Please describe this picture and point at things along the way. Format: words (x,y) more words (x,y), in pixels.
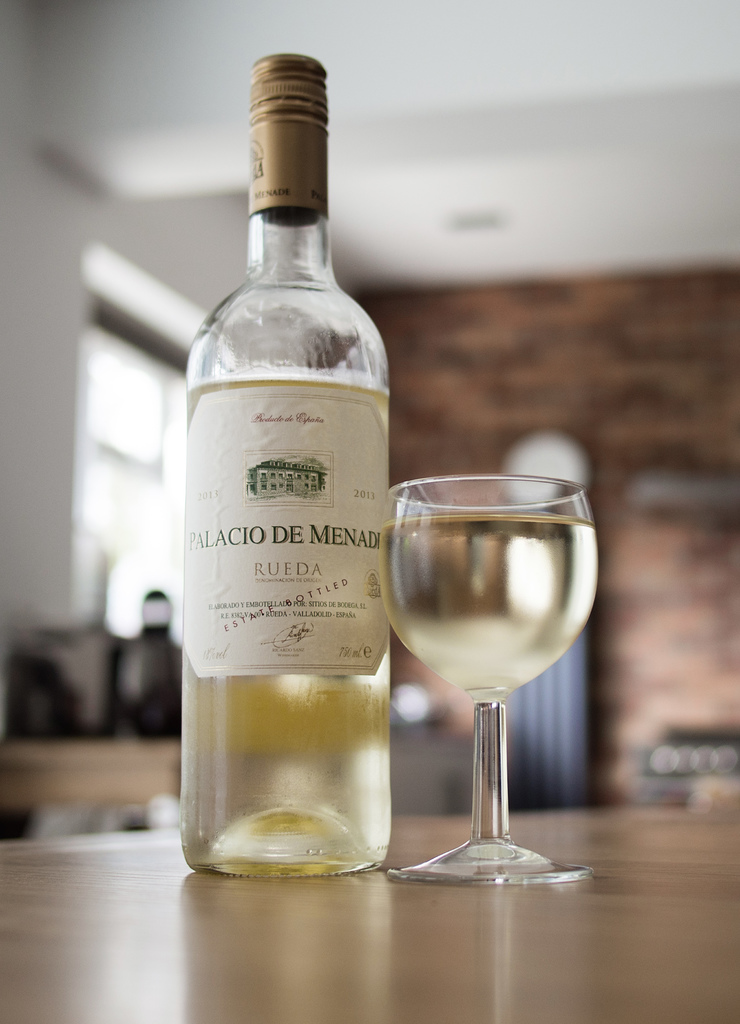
This is a picture of a bottle (290,850) and a glass (556,493) on the table (668,819) and in the glass (536,652) there is a drink (523,589) and the cap (270,159) of the bottle (286,185) is in golden color.
